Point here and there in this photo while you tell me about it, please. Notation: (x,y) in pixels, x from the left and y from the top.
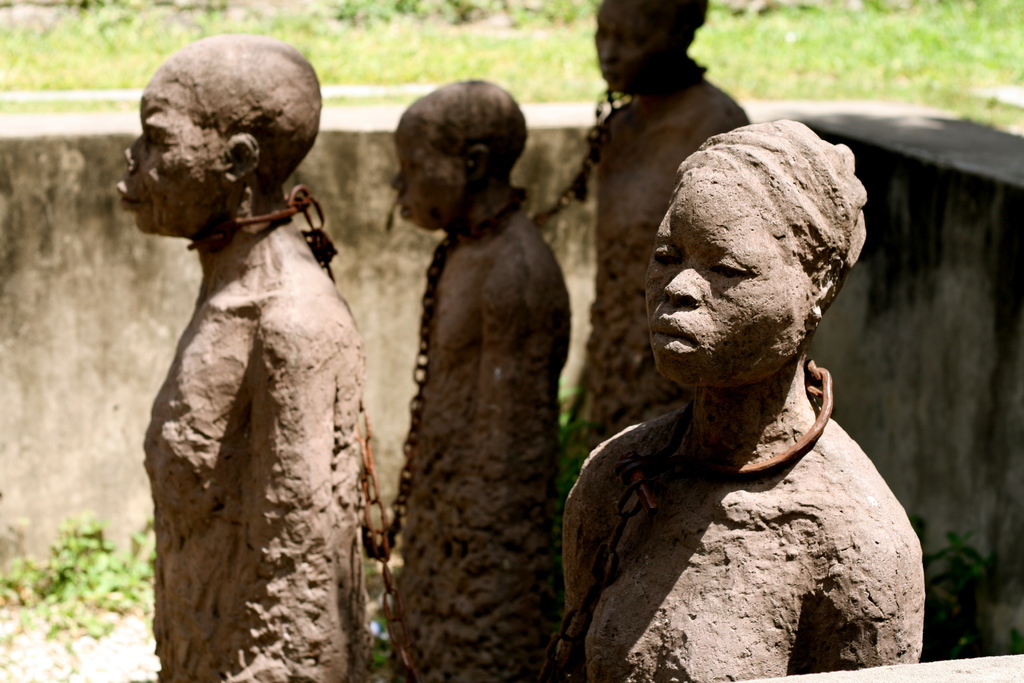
There are many statues (468,421) with chains (434,260). In the background (373,166) there is a wall (917,280). Also there is grass (949,56).
